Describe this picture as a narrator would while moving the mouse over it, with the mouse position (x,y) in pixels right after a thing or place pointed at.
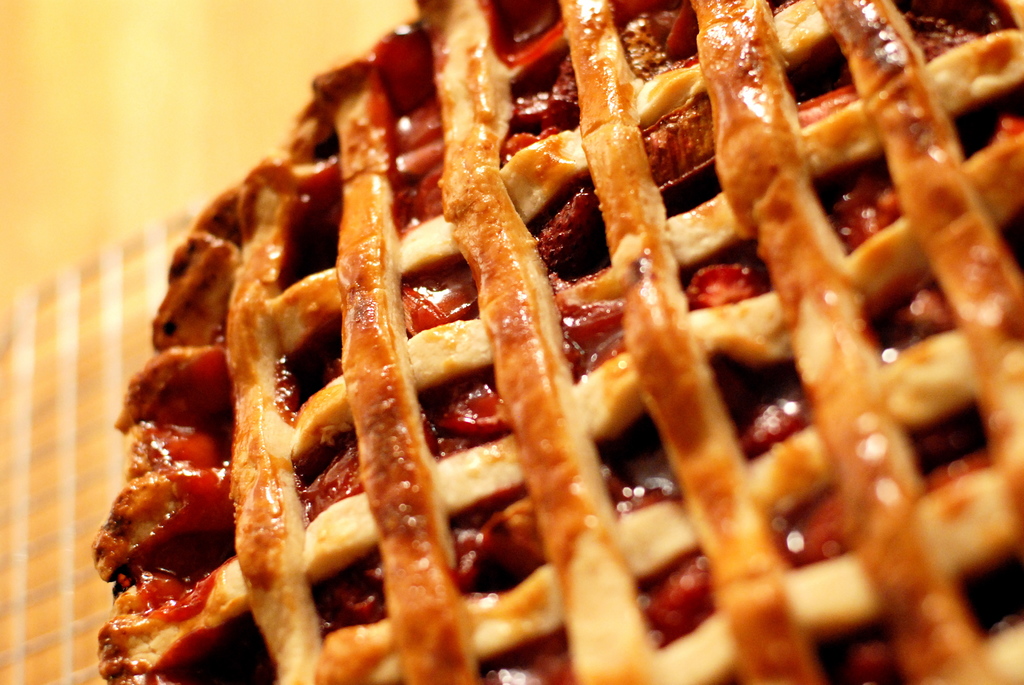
In this image I can see the food (449,470) which is in brown and cream color, and I can see cream color background (182,2).
